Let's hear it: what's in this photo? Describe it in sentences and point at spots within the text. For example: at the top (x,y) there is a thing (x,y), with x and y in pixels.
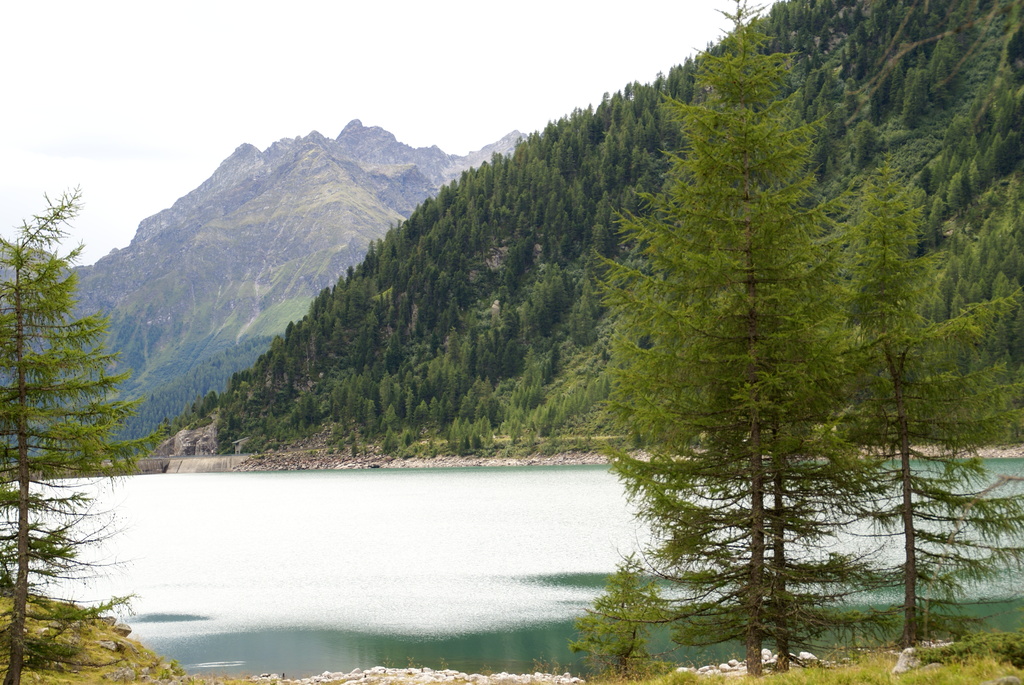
In this image in the middle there is water body (364,566). In the foreground (857,385) there are trees (66,470). In the background (195,325) there are hills (319,186). On the hills (300,141) there are trees (675,76). The sky (382,55) is clear.
